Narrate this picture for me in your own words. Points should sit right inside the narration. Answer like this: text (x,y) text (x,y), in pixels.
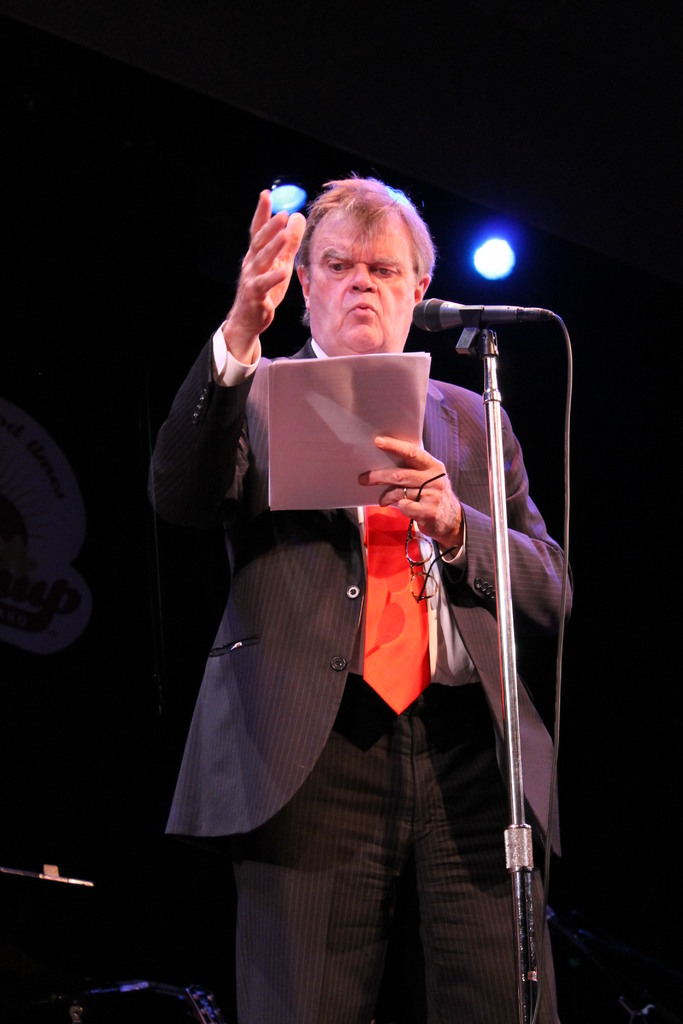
In the center of this picture (231,677) we can see a person (469,604) wearing suit (472,586), holding some objects (331,451) and standing and we can see a microphone (446,318) is attached to the metal rod (502,634). In the background (496,278) we can see the focusing lights (498,252) and some other objects (23,595).
